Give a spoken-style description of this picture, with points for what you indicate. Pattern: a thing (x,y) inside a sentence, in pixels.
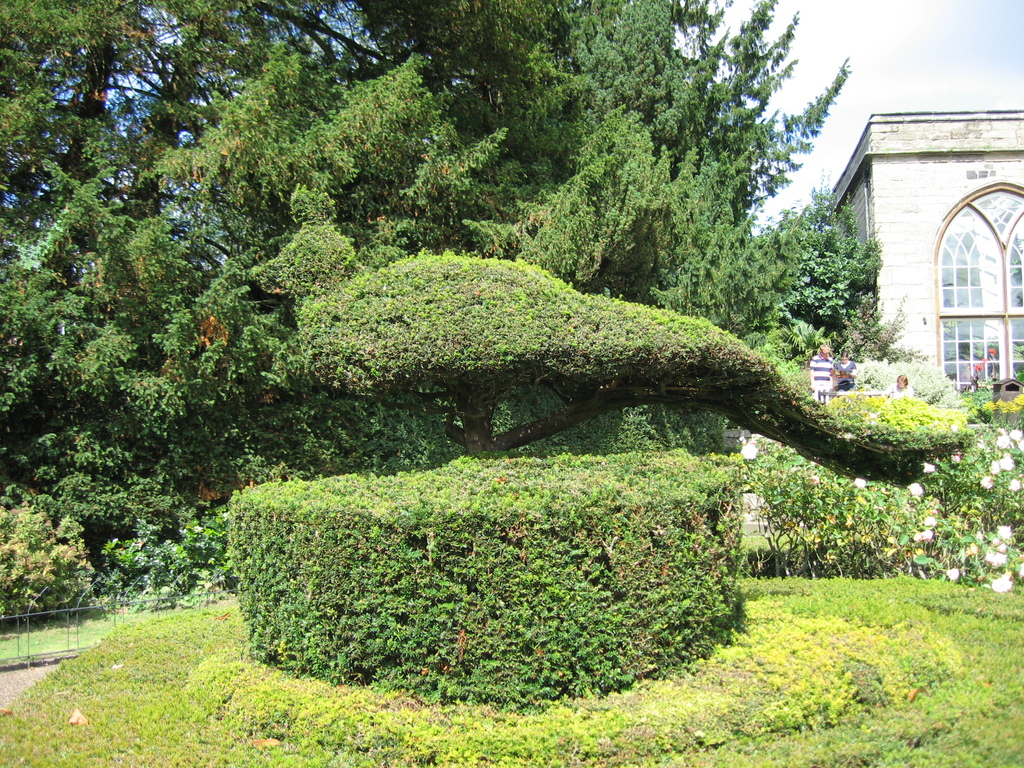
In this image I can see some grass (978,757), few plants (471,692), few trees (389,299) which are green in color, few flowers (1001,587) which are white in color and few persons (903,377) standing. In the background (961,204) I can see a building (941,159) and the sky (956,97).
